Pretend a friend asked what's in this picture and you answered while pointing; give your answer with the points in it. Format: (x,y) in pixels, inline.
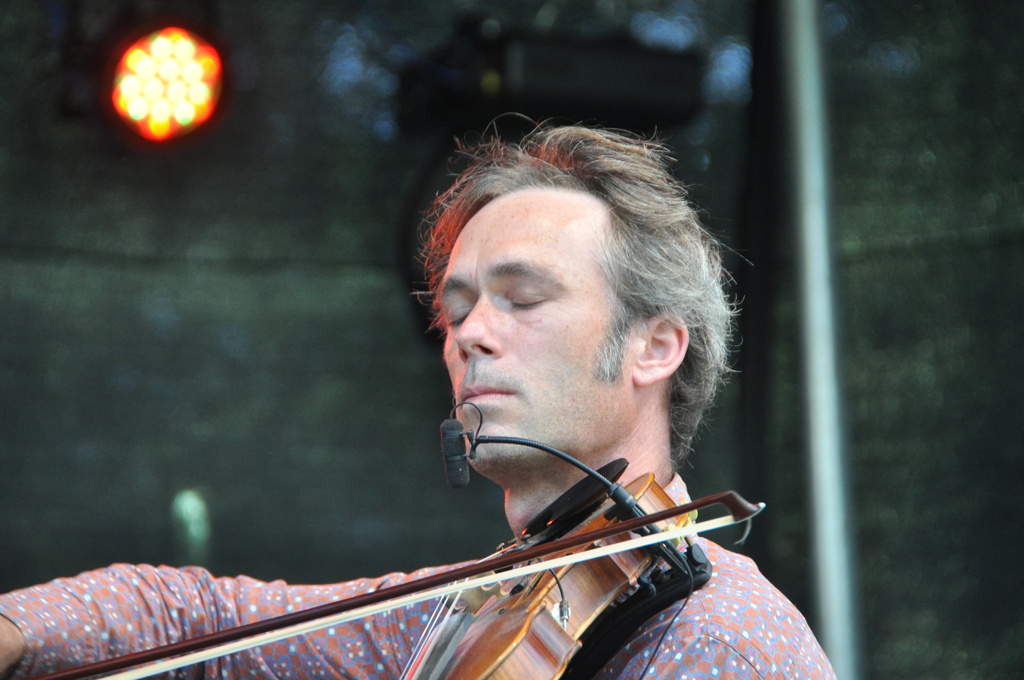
There is one person (525,494) playing a violin (521,622) as we can see at the bottom of this image (571,589). There is a rod (821,319) on the right side of this image (800,142). We can see a light (200,74) at the top of this image (182,71).
